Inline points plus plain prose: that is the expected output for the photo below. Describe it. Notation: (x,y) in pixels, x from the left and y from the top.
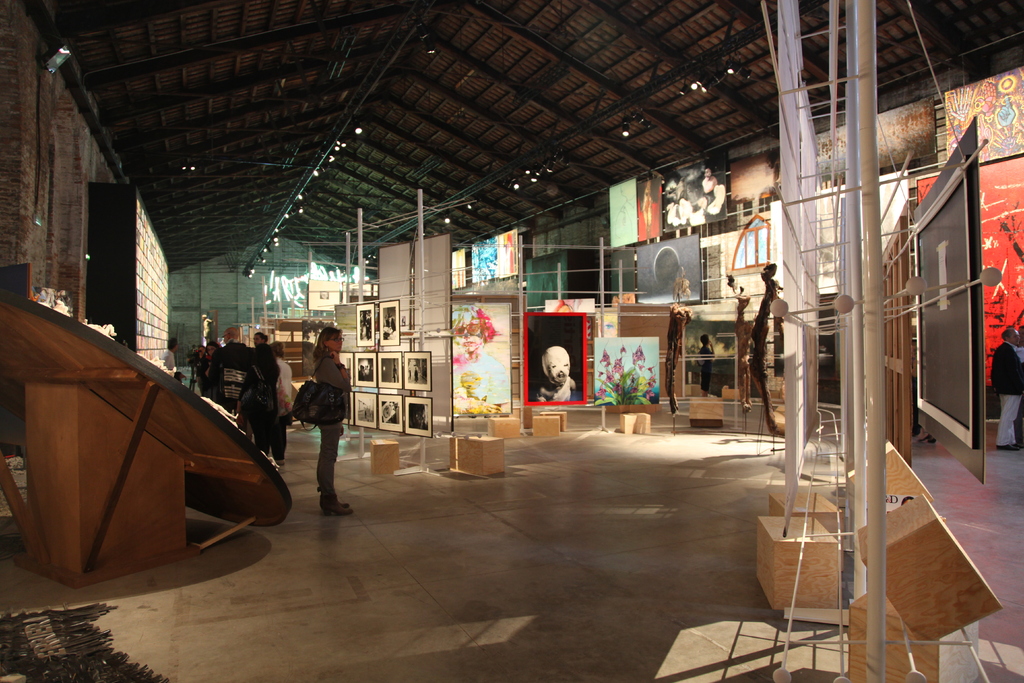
In the image we can see there is an art gallery (223,331) where people (274,376) are standing on the floor (375,557) and there are photo frames (584,359) on the wall (753,225).
